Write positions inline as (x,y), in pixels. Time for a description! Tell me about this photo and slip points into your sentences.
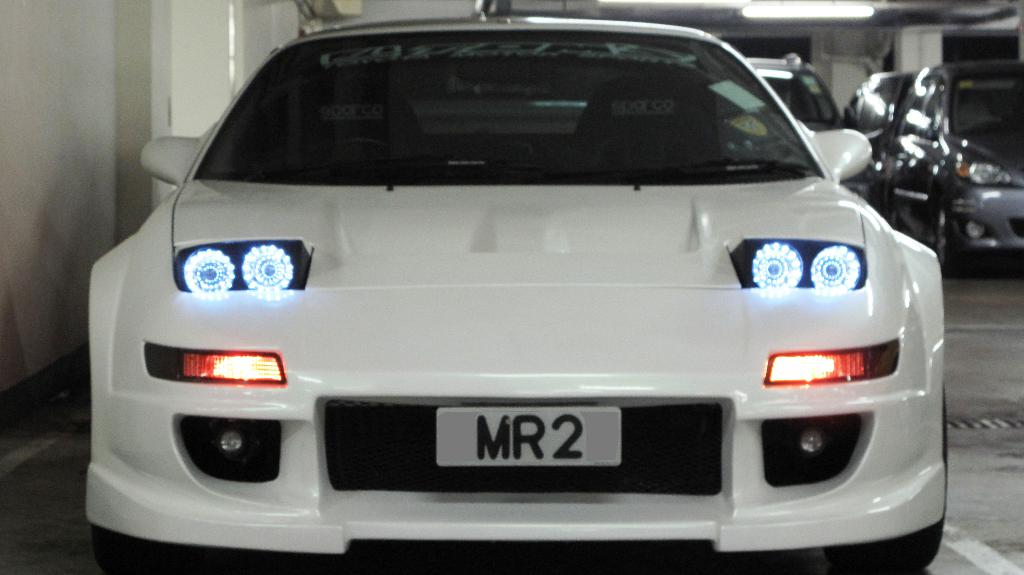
Here we can see vehicles (939,283). To this vehicle (713,254) there is a number plate (614,436) and headlights (801,267). Far there is a tube light (853,14).
